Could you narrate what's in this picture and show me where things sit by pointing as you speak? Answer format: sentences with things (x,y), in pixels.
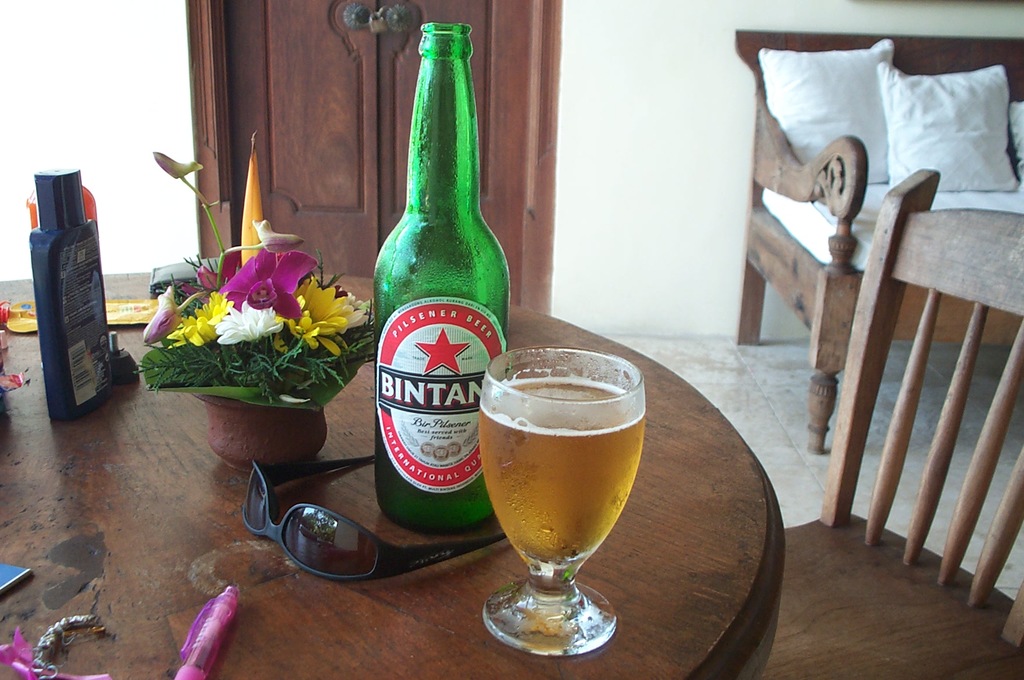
In this image I can see there is a dining table (150,437) on the floor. On that there are bottle (91,273), glass (498,483), pen (208,663), spectacles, flower pot (272,366) and some objects (78,340). And at the side there is a chair (935,267) and a sofa (956,49). And on the sofa (882,95) there are pillows (948,129) and bed (857,229). And at the back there is a wall (616,278) and a door (367,217).
